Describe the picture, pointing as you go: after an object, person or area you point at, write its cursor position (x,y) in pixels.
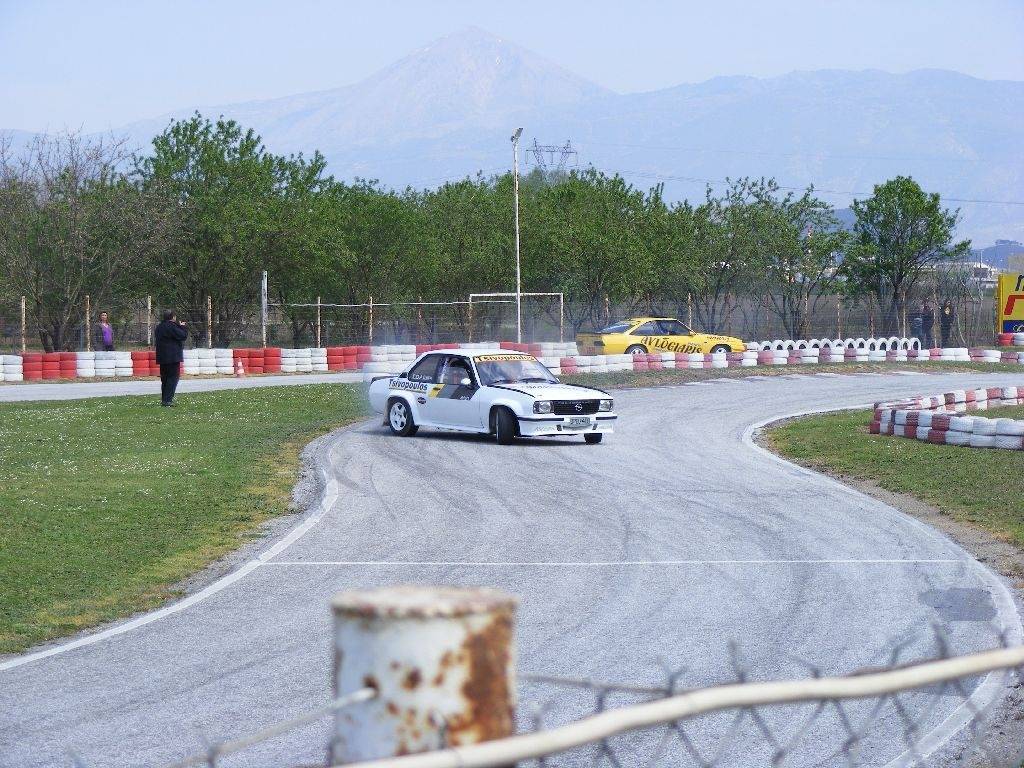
In the middle of this image (407,392), there is a white color vehicle (527,364) on the road (559,537), on which there is a white color line (330,483). At the bottom of this image (462,642), there is a fence (502,749) attached to a pole (402,603). In the background (190,305), there is a person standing on the grass (201,399) on the ground (201,399), there are tires (673,361) arranged on the grass (1011,460), there is a yellow color vehicle (706,351) on the road (673,389), there are poles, a fence (211,341), there are trees (388,265), mountains (604,94) and there are clouds (458,21) in the sky (240,21).
